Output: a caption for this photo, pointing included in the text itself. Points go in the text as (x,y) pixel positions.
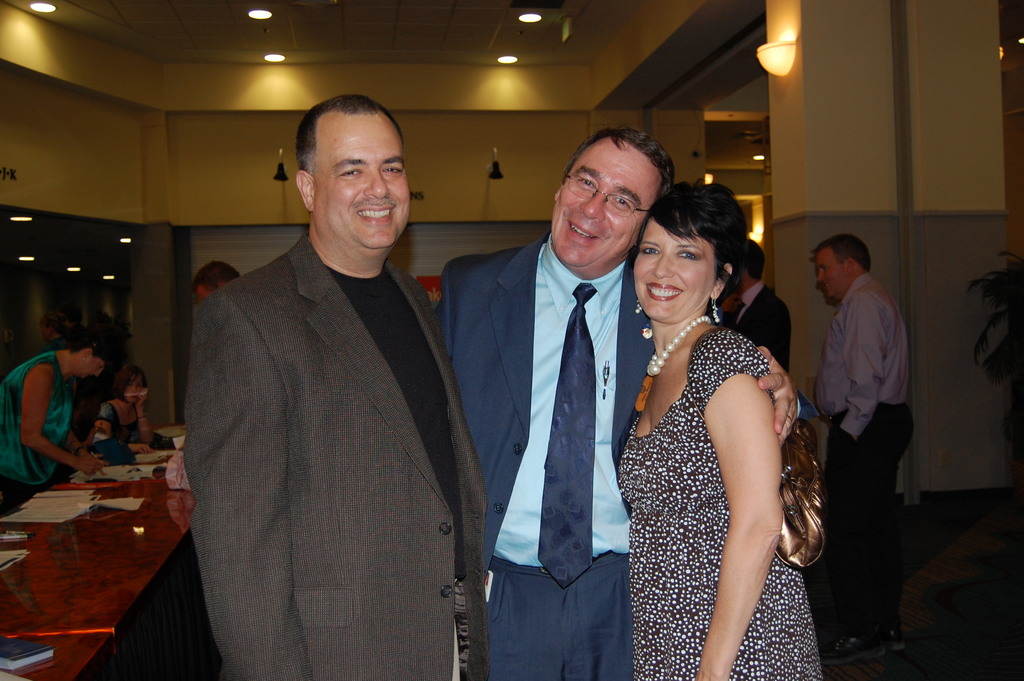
This picture shows couple of men (517,324) and woman (689,267) and we see few people (21,438) standing on the side and we see papers (126,497) on the table (129,496) and a woman (139,407) seated. We see a man (639,328) holding a woman (728,385) with his hand (780,390) and woman (727,410) wore a handbag (793,428) and a ornament (668,347) and we see lights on the roof (279,33) and a plant (987,327) on the side.
